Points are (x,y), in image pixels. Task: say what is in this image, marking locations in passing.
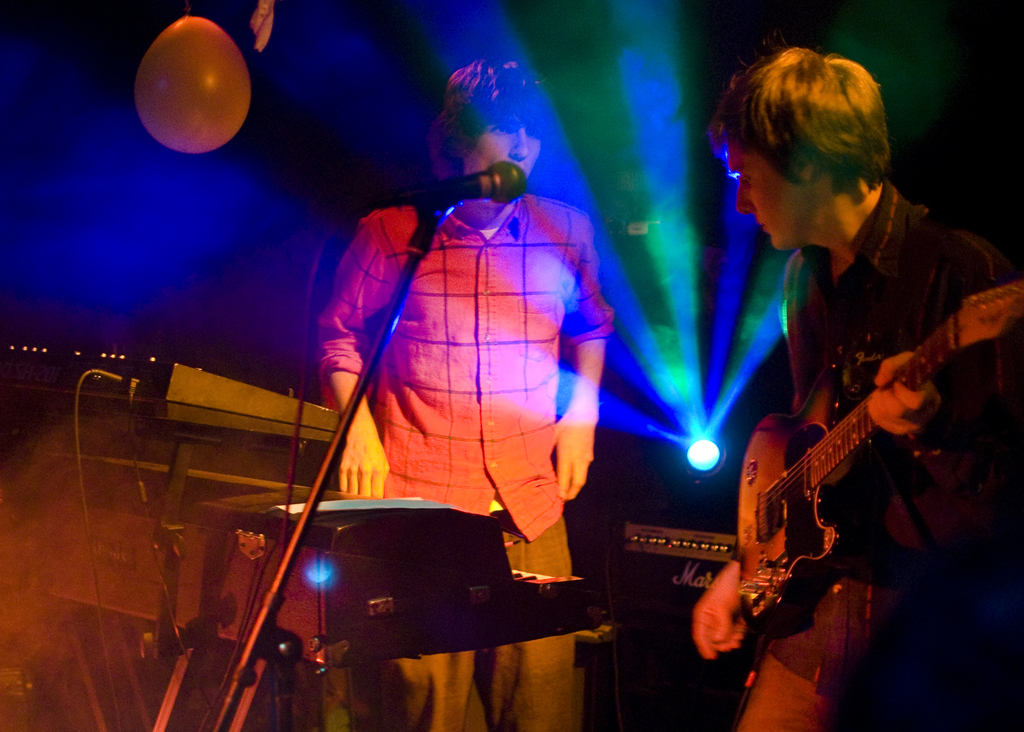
In this picture there is a boy (1006,268) who is standing on the right side of the image (844,335), by holding a guitar (771,505) in his hands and there is another boy (432,284) in the center of the image (459,422) and there is a piano (367,550) and a mic (450,191) in front of him, there is a balloon (197,101) at the top side of the image (202,116) and there is a spotlight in the background area of the image (670,436).
